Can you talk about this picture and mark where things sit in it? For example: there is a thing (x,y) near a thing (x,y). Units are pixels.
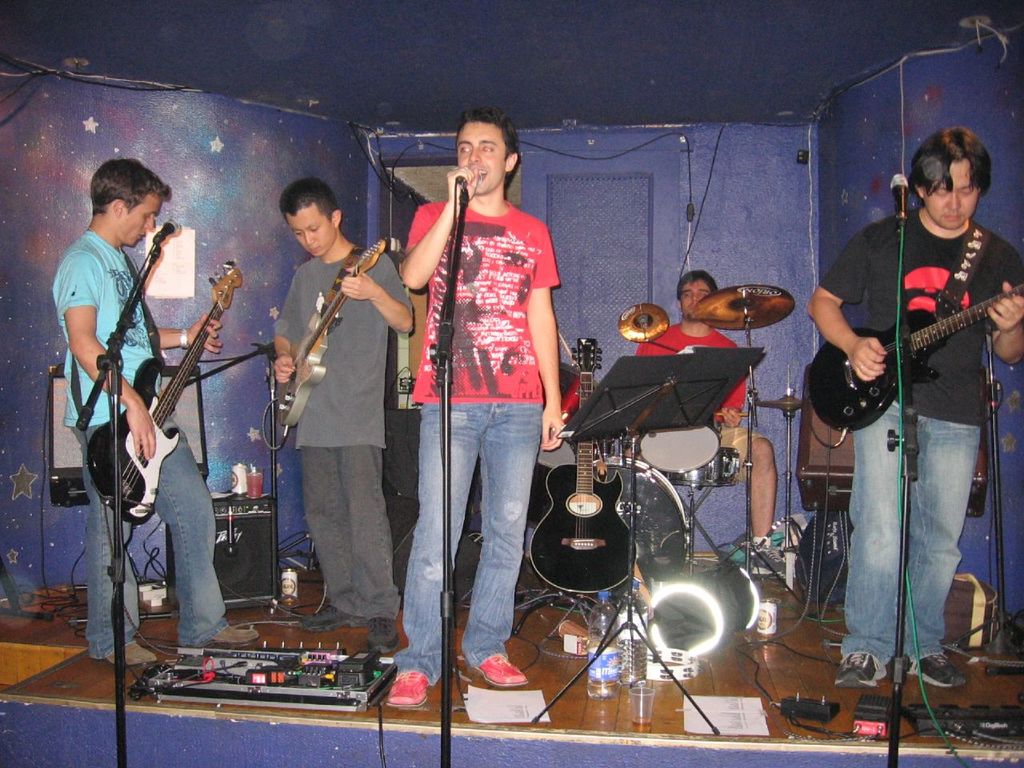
These four persons (330,367) are standing and these three persons (351,420) are holding guitar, this person (472,195) holding microphone (459,187) and singing, behind these persons (490,189) there is a person (686,332) sitting and playing drum (678,471). We can see bottles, papers (526,693), glass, cables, musical instruments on the stage (602,710). On the background (541,139) we can see wall (759,154), cables (372,160). There are microphones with stands (276,461).
